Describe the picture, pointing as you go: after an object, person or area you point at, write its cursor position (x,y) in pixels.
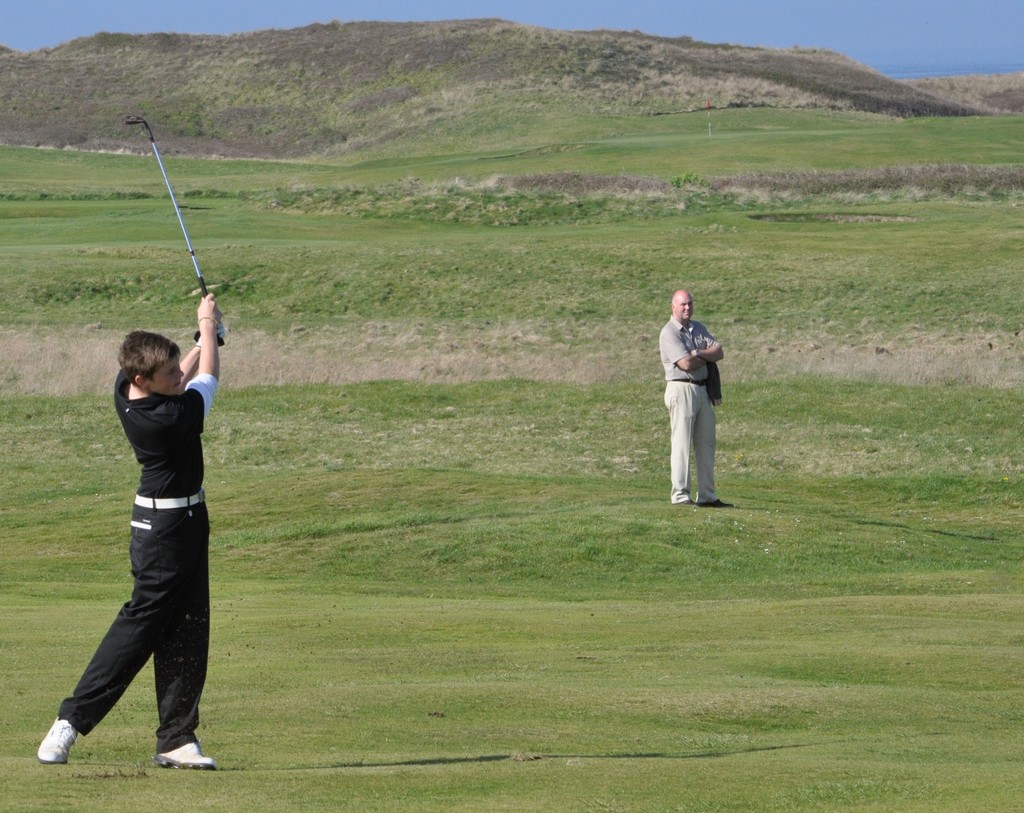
In this image, on the left side (181,376) we can see a person (213,305) holding golf bat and on the right side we can see a person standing on the grass (622,462), in the background (622,462) we can see many grass (637,483) and the sky (639,8).
